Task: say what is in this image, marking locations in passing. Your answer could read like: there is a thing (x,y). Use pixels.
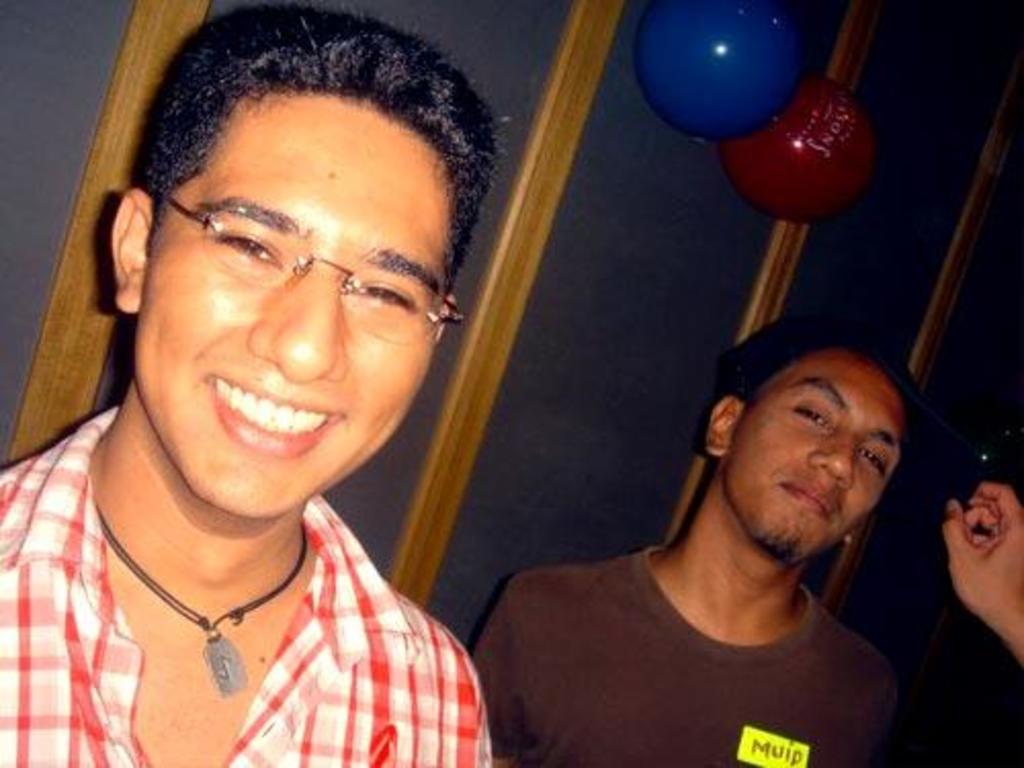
Here we can see two men (407,678). In the background (754,94) there are two balloons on a wall (664,401). On the right (976,577) at the bottom corner (973,526) we can see a person hand (956,513) holding a cap (964,460) which is on another person (862,495).
